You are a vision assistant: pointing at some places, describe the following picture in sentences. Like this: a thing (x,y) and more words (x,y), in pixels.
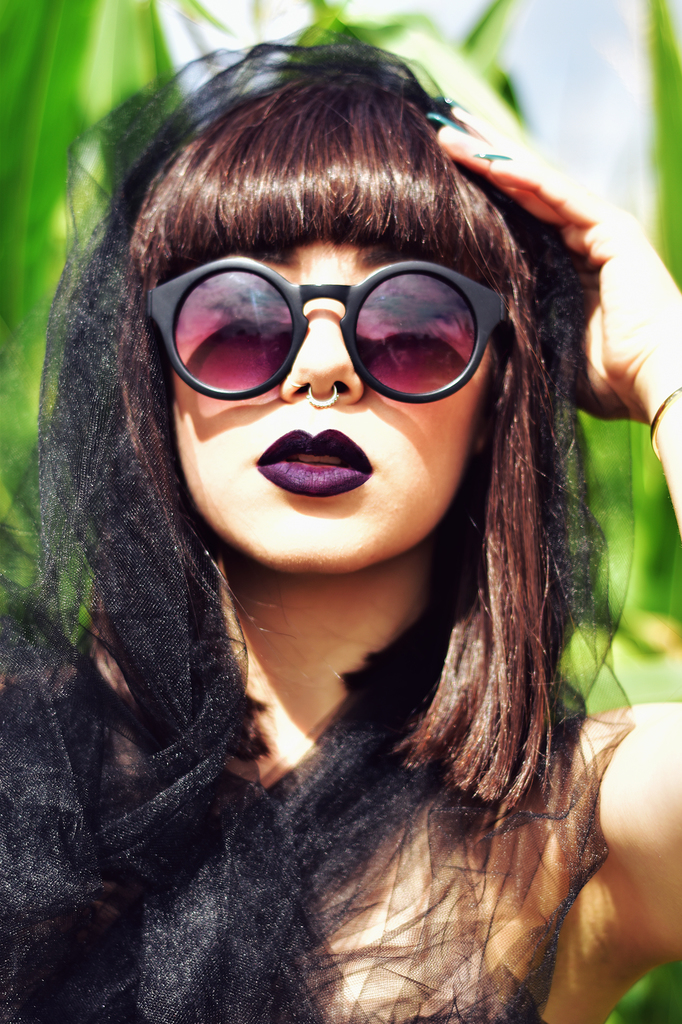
In this picture there is a girl (253,153) in the center of the image (396,452), she is wearing glasses (229,274).
